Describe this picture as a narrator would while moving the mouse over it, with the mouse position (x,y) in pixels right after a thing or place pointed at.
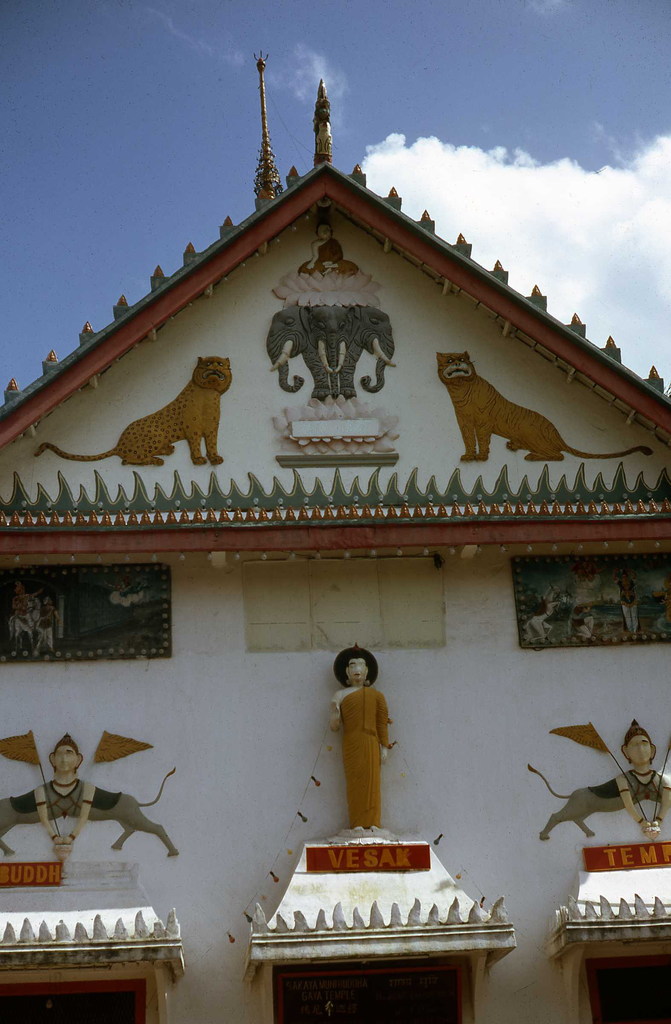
In this image, we can see a carving (347,756) on the wall (143,861). Here we can see sculpture (351,753) and few boards (652,865). Top of the image (255,188), there is a sky (503,206) and poles (261,104).
